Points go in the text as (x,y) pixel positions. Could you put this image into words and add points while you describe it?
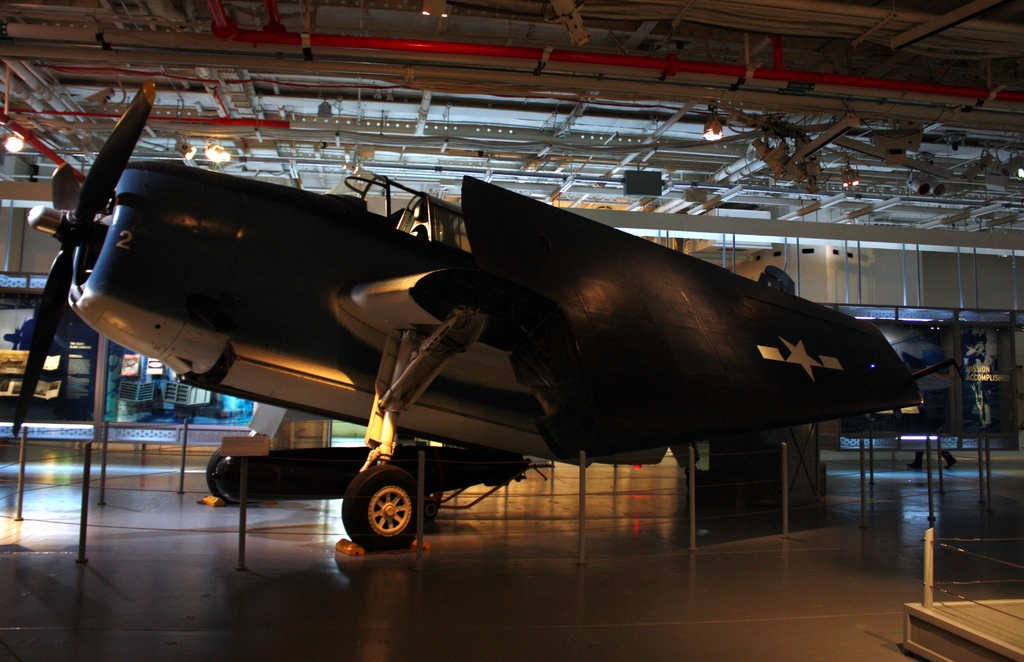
In this picture we can see an airplane (361,331) on the floor (466,551). There are rods (570,194), pole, lights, and roof (631,119).
